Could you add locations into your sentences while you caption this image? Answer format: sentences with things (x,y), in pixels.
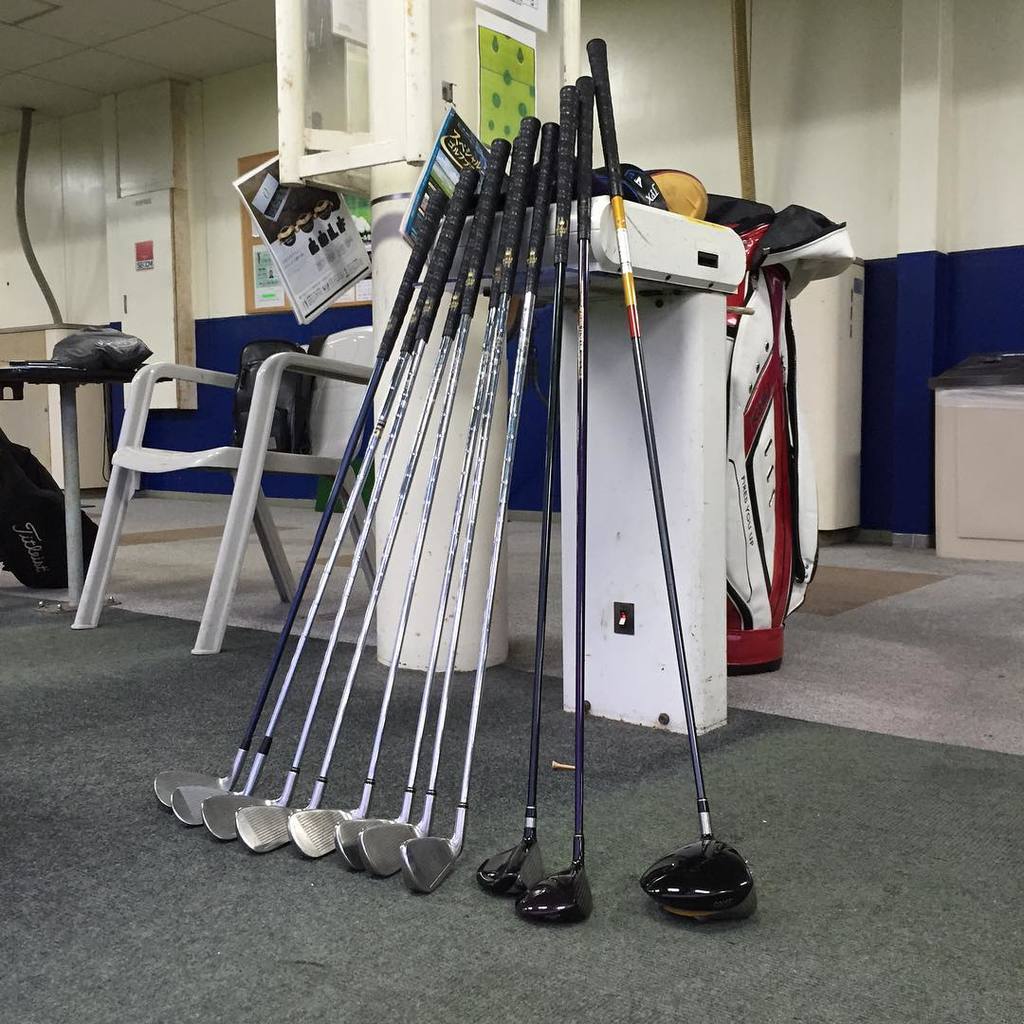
In this image there is floor (251,957) at the bottom (240,950). There is an object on the chair (151,460), there is a table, there are wooden objects (129,126) on the wall (91,276) in the left corner (129,126). There is a wooden object (990,482) and there is a wall (930,446) on the right corner (1005,281). There are objects (549,481) and posters (323,240) in the foreground (420,440). It looks like a frame (290,307) on the wall (215,270) in the background (259,256).
